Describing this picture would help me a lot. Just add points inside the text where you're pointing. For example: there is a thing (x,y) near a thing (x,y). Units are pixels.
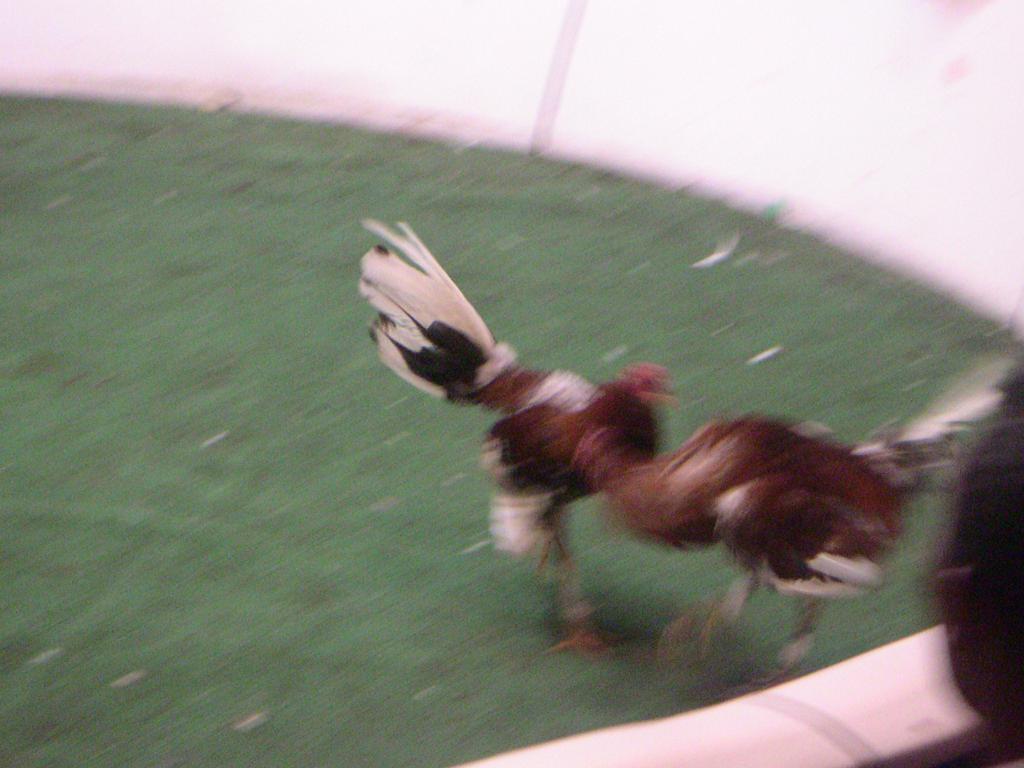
In this image there are two hens (664,490), there is grass (296,474) towards the left of the image (278,605), there is a wall (381,87) towards the top of the image (668,70), there is an object (995,475) towards the right of the image (994,435), there is an object (738,729) towards the bottom of the image (756,728).
